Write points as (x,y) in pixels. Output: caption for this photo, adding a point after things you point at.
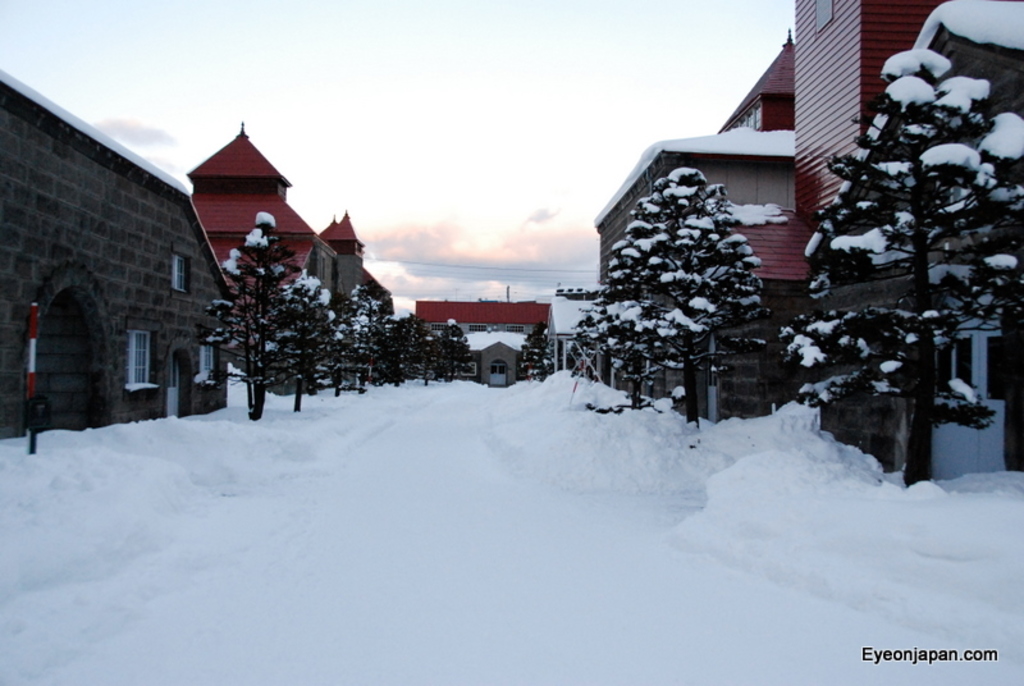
In this picture I can observe some snow (281,505) on the land (471,511). There are trees (292,327). On the left side (30,317) I can observe a pole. I can observe some houses (501,322) in this picture. In the background (340,157) there is a sky (421,172) with some clouds (487,253).
